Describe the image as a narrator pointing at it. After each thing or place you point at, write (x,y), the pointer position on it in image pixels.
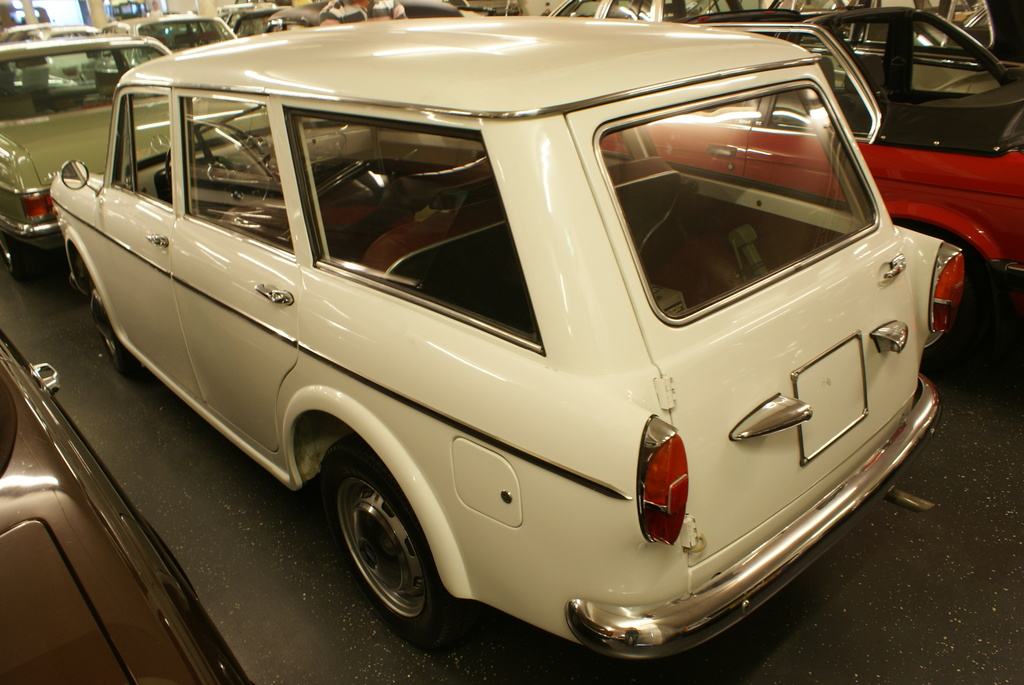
In this image I can see few cars (421,24). It is looking like car shed (56,302). Here I can see the cars (475,418) in white, red and brown colors.
